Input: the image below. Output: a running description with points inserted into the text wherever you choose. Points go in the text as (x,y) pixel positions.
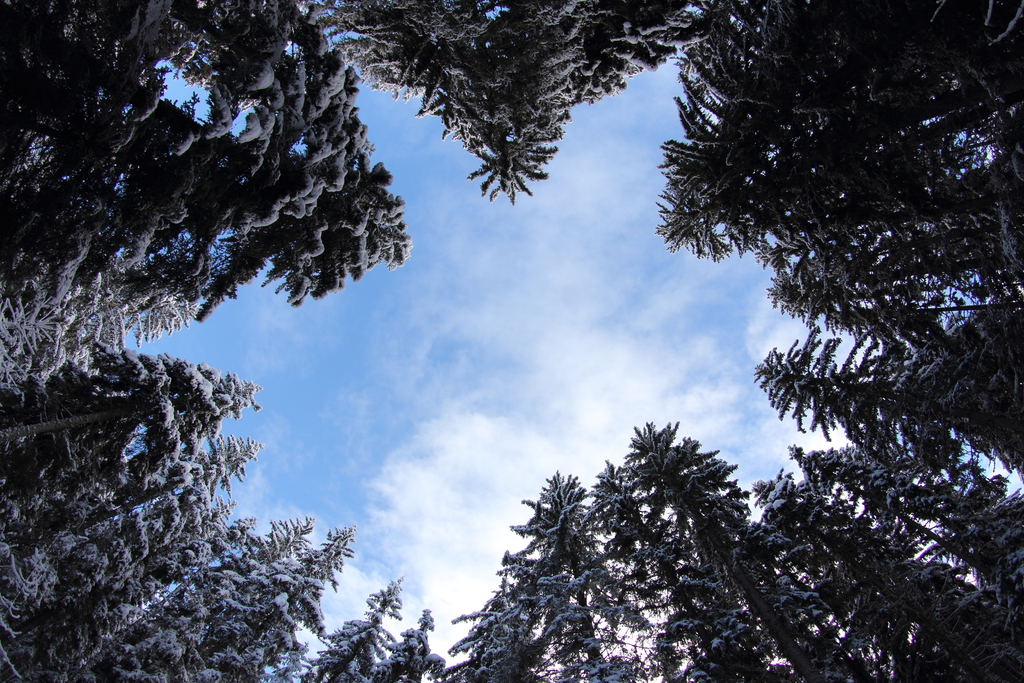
This is a lower view of an image where we can see trees (198,479) covered with snow (176,442) and the blue color sky (631,384) with clouds (576,412).
